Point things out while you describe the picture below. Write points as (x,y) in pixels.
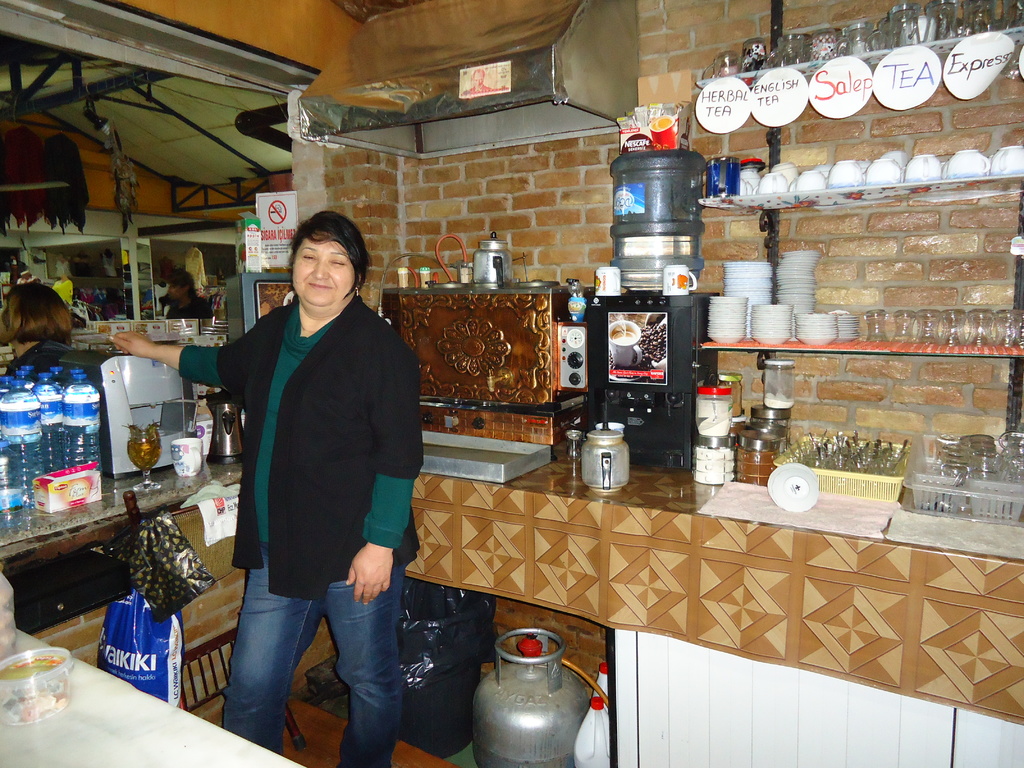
This is the woman (322,605) standing and smiling. I can see cups (836,181), bowls (812,289), glasses (915,313) and glass jars (811,49) are placed in the rack (837,342). These are the papers (746,102) hanging. This looks like a coffee machine (636,342). this is the water can (626,218). I can see a kettle (612,450), bottles (746,462), trays (874,491), napkins (846,523) and few other things (982,501) are placed on the cabin (556,509). This looks like a cylinder (530,682). I think this is the dustbin (428,641). These are the bags (148,587) hanging. I can see the water bottles (74,425), wine glass (142,437), cup (195,460), kettle (230,405) and few other things (57,510) placed here. This looks like a chimney (467,47). I can see a person (18,327) here.
